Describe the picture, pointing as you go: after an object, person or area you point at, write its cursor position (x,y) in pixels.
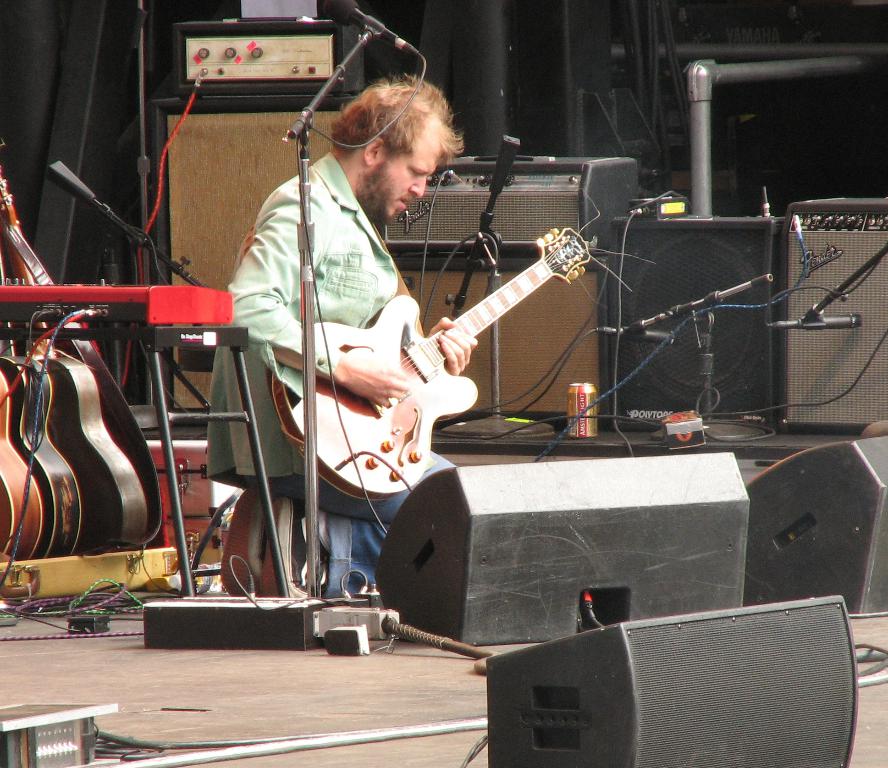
In this picture we see a man (348,513) kneeling and playing a guitar (330,397) and we see a microphone (336,16) and few musical instruments (216,318) on his back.
